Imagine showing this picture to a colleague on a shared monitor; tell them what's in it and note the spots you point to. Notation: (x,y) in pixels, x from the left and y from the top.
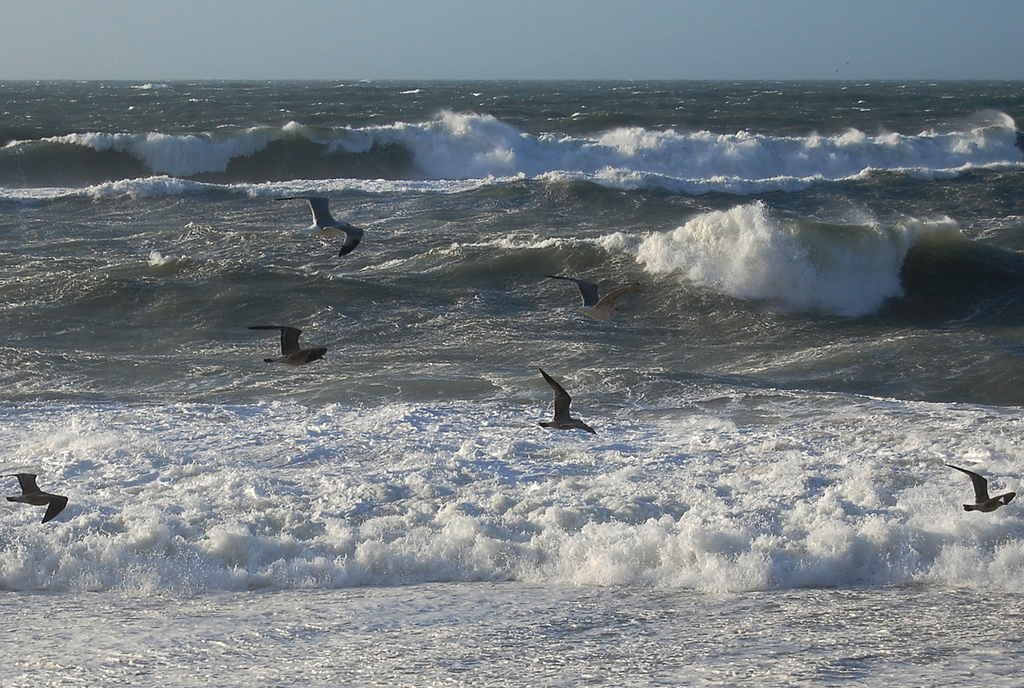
There are birds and this is sea (722,385). In the background (447,40) there is sky (862,18).
